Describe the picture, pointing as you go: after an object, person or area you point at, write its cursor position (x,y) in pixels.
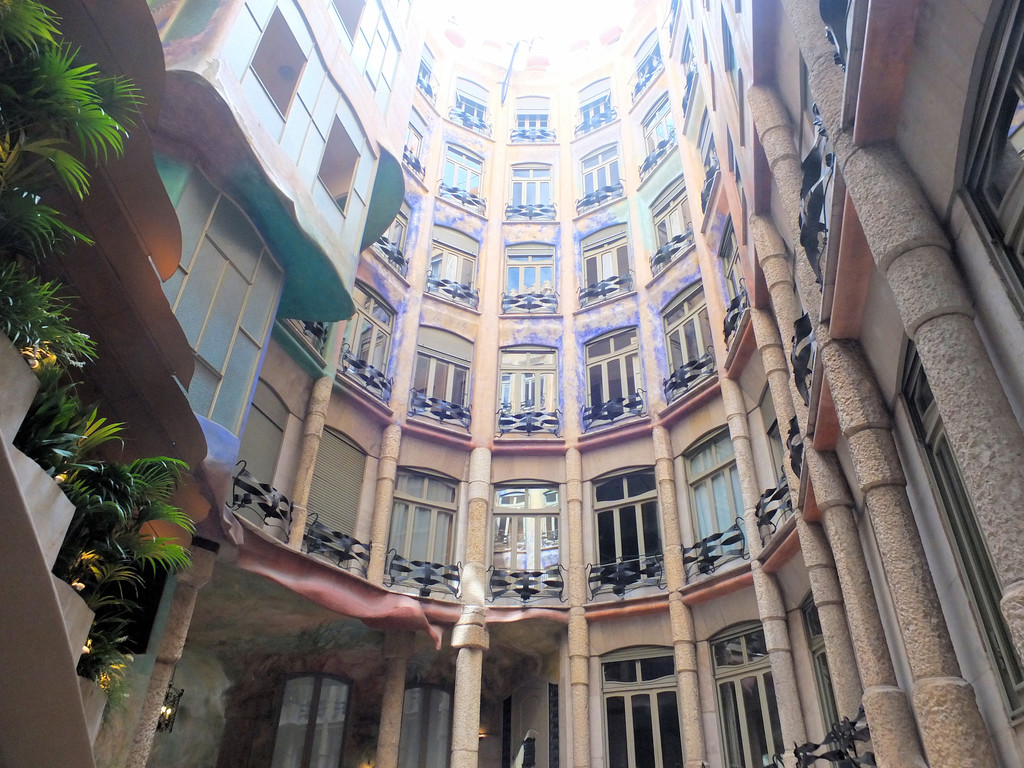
In this image, we can see a building (793,166). There are some plants (39,293) on the left side of the image (40,211). There are pillars (790,651) in the bottom right of the image (908,744).
